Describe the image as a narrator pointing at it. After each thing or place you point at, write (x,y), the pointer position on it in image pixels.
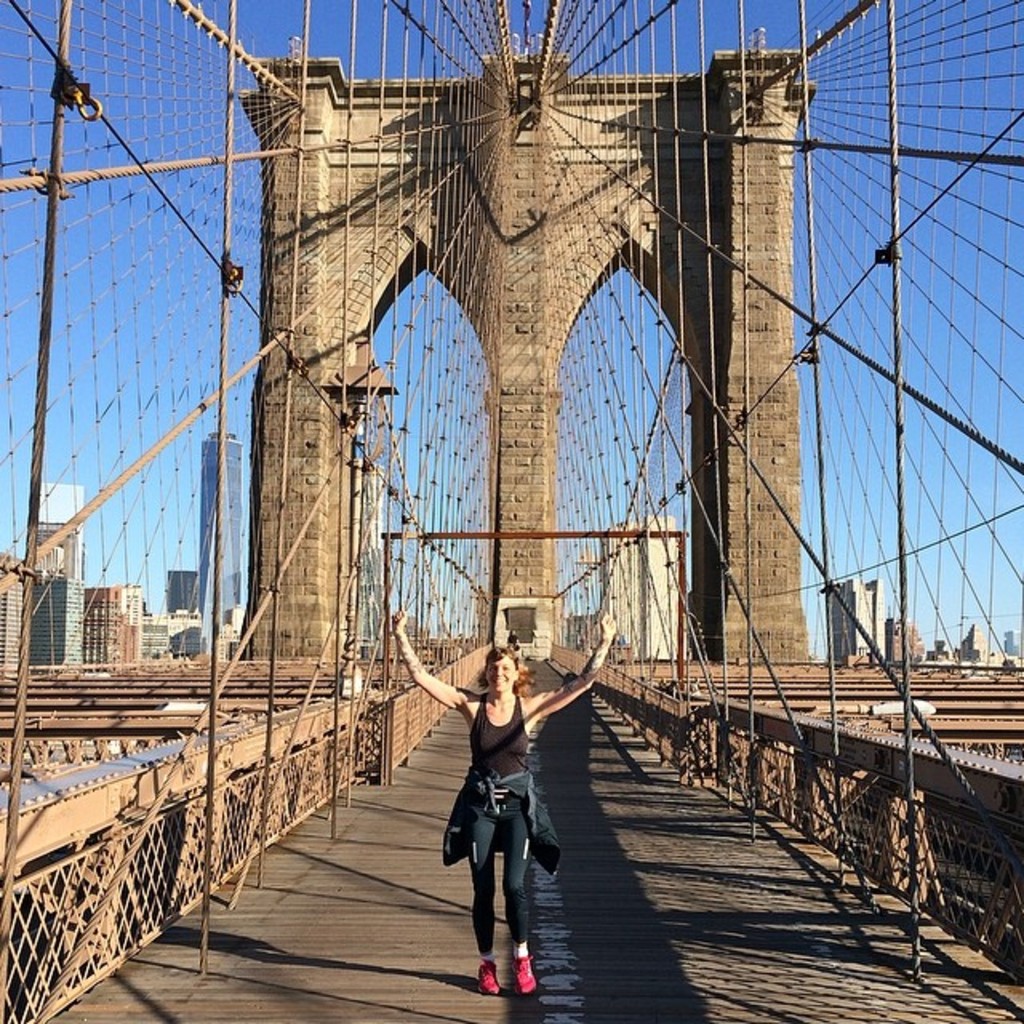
In this image I can see a woman (484,767) wearing black dress (491,766) and red shoe (481,973) is standing on the bridge (478,681). I can see number of ropes (297,369) and in the background (407,566) I can see few buildings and the sky (821,178).
